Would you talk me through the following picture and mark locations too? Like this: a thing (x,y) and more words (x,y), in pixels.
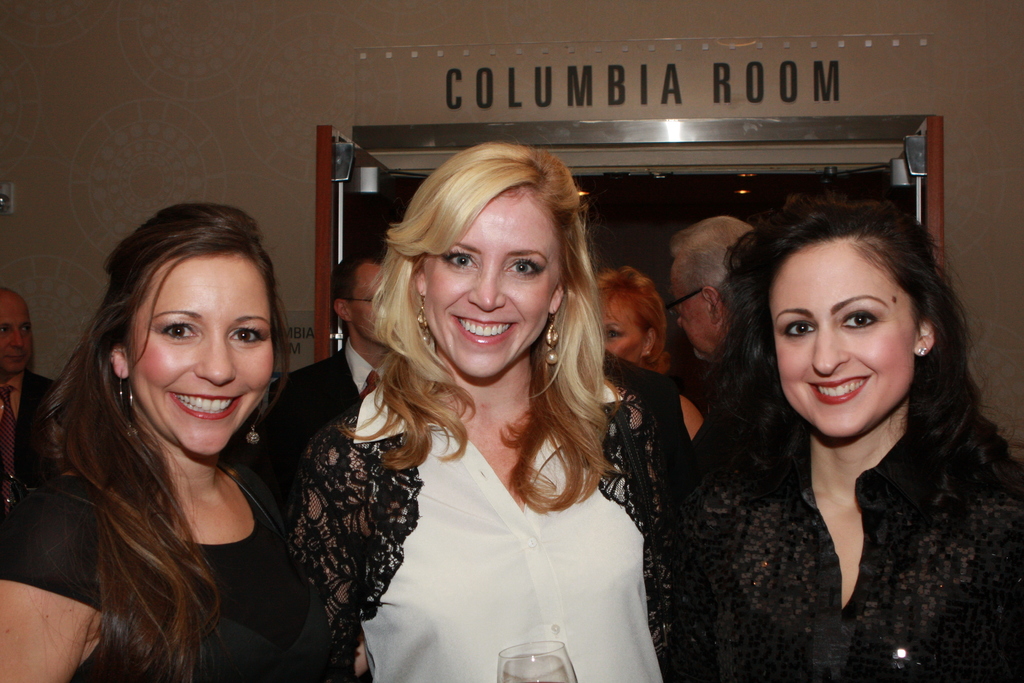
In the middle (587,413) a woman (538,488) is smiling, she wore a white color dress (540,543). In the right side (826,340) there is another woman (861,507), she wore a black color dress (905,559).
